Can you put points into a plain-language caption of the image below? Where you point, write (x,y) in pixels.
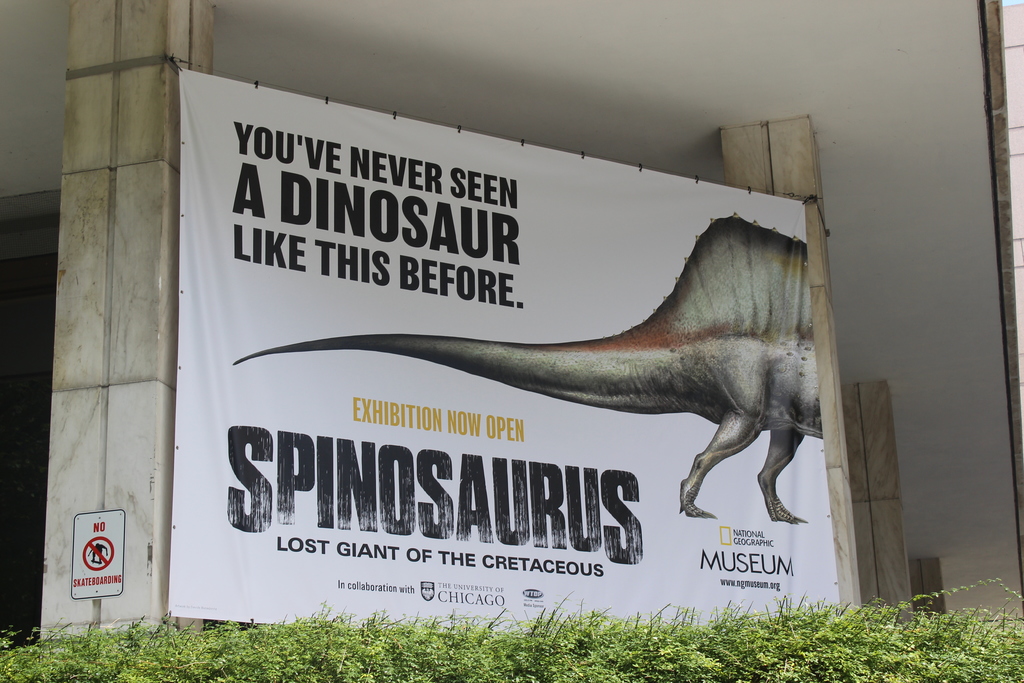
In the foreground of this picture (563,640) we can see the plants (443,649) and the text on the board (102,547). In the center (530,390) we can see a white color banner (741,353) on which we can see the text (342,248) and a picture (645,361) of an animal (771,505). In the background (797,150) we can see the pillars (113,134) and the roof (918,200).
